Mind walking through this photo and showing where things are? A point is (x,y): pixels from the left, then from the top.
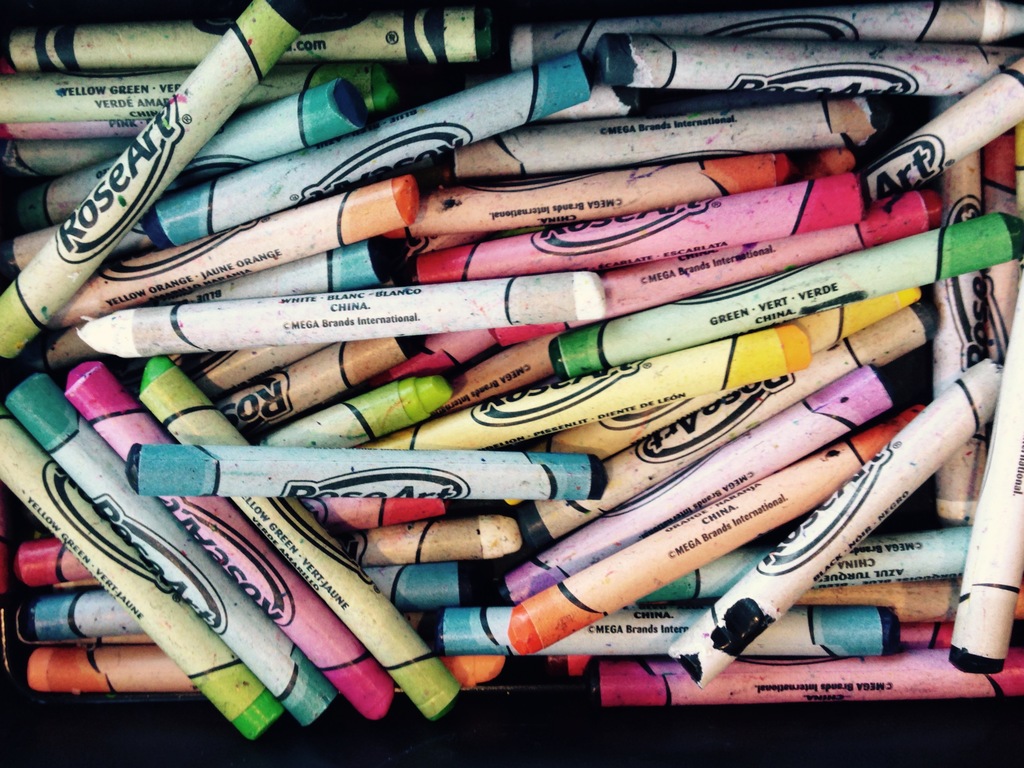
In this image we can see crayons (352,436).
